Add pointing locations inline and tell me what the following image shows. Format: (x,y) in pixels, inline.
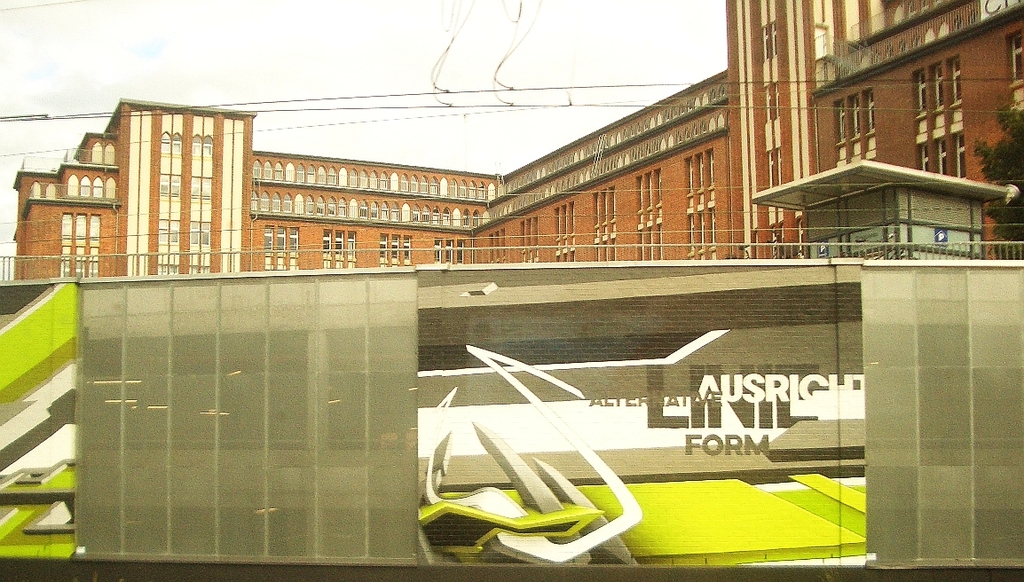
There is a wall (360,542) and behind the wall (351,524) there is a massive building (837,94) with a lot of windows (280,234) and there is a fencing (607,247) above the wall (636,263) and in the background (549,102) there is a sky (669,42).
